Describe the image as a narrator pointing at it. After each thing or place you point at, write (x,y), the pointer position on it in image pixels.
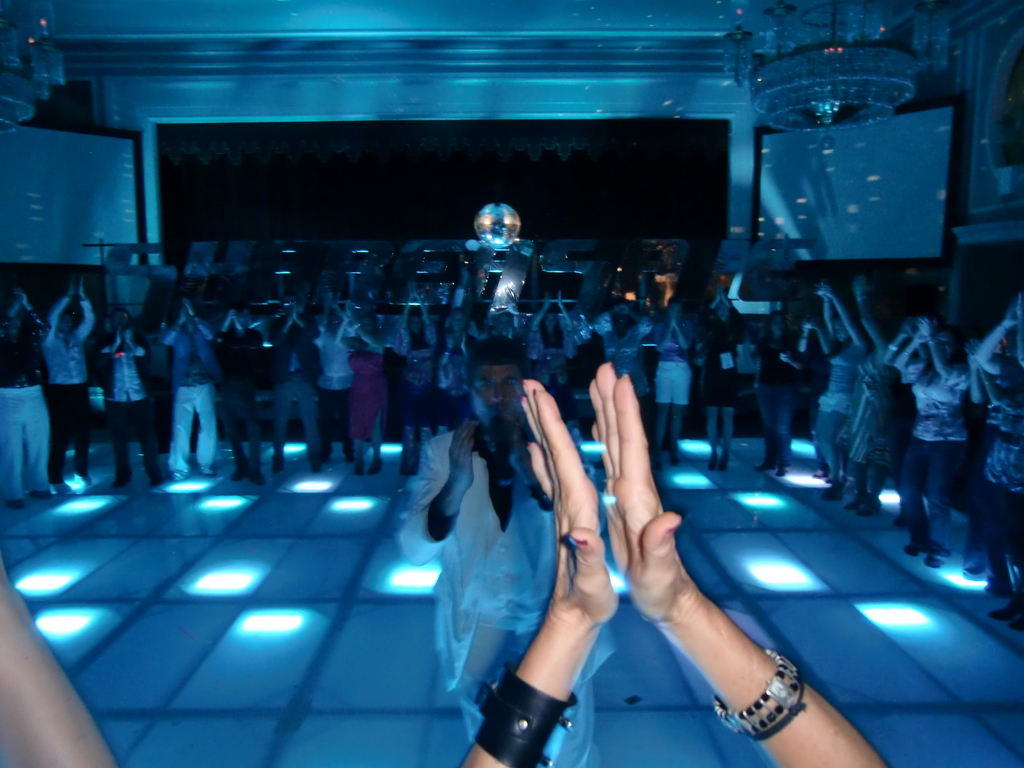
In this image at the bottom (580,605) there is one person's hands (568,489) are visible, and the person (680,641) is clapping. And in the background (1011,435) there are group of people (553,323) who are clapping, and one person (495,483) is holding a mike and talking. At the bottom (118,533) there is floor (122,653) and in the background (816,196) there are some boards (33,169), chandeliers (46,72) and some objects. In the center of the image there is text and some lights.
